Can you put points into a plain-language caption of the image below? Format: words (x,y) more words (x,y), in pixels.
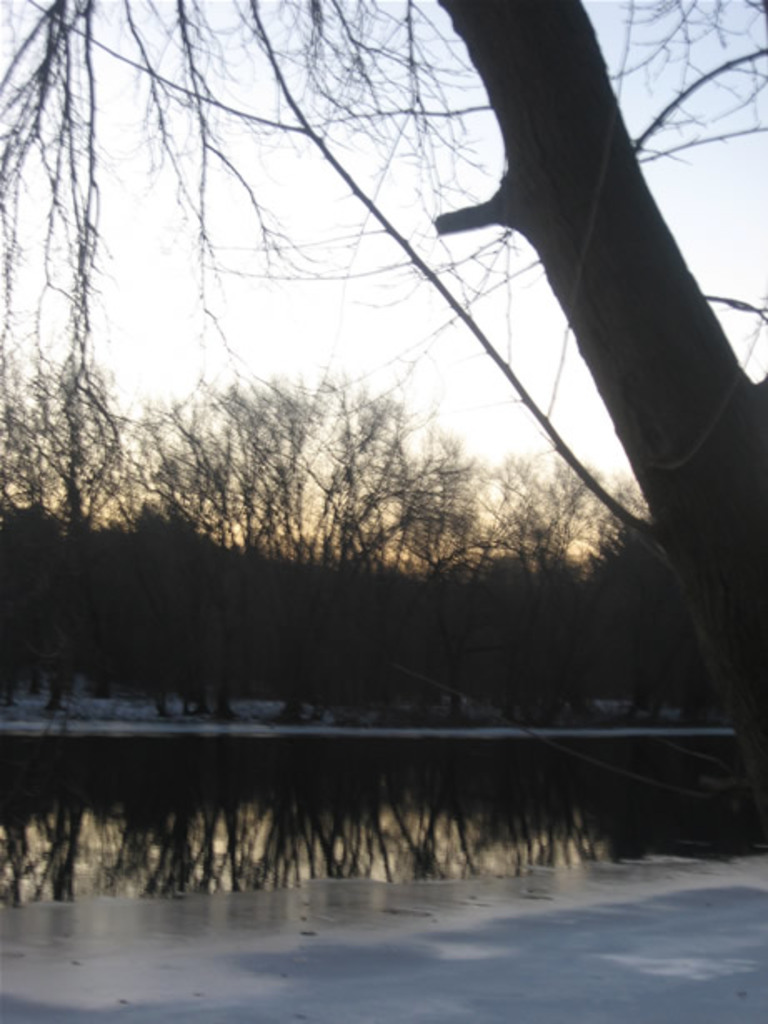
In this picture I can see water (490,741), snow (677,921), trees (448,627), and in the background (477,192) there is the sky (739,299).
